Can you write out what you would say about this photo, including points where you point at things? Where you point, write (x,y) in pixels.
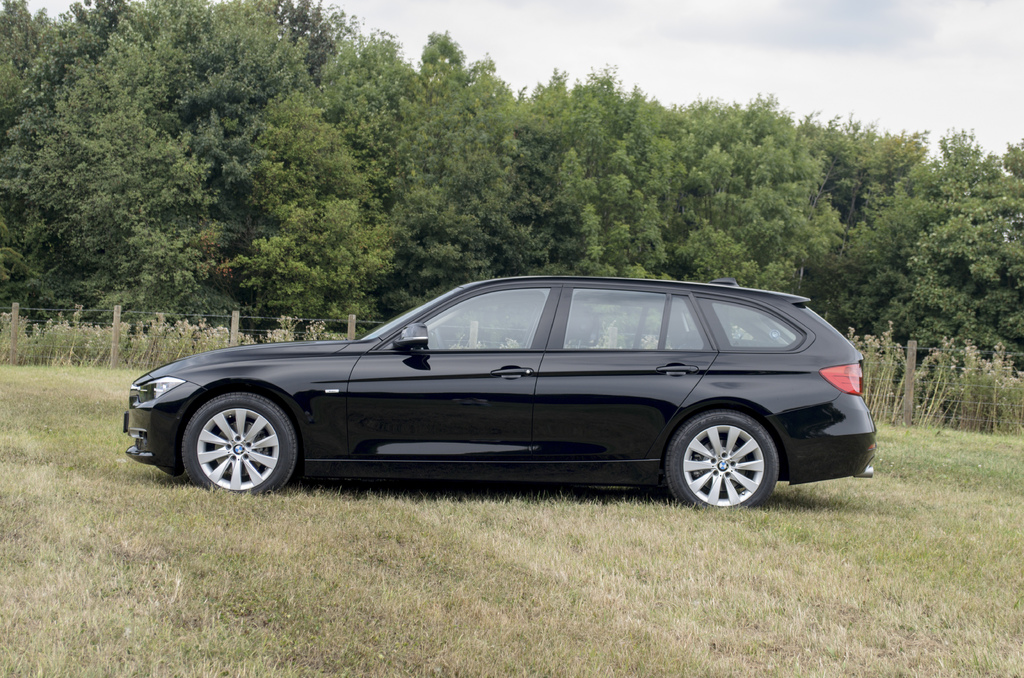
There is a black color car (486,427) on a greenery ground (641,526) and there is a fence (236,341) beside it and there are trees (537,210) in the background (665,230).
